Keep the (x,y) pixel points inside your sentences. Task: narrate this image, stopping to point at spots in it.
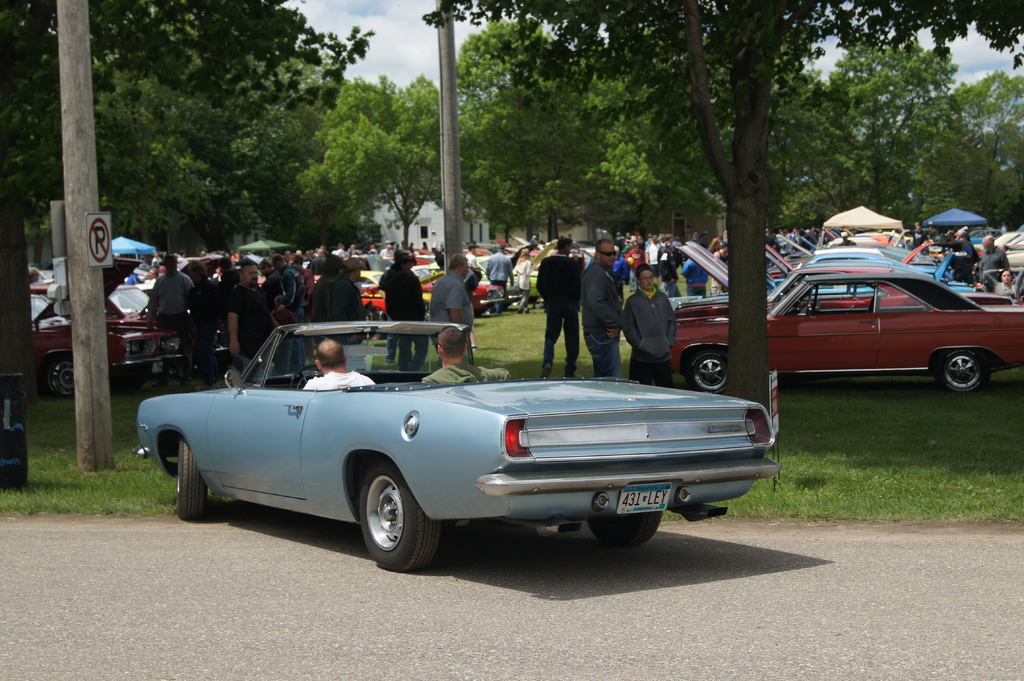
In the image there are a lot of cars (265,412) parked in a garden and around the cars (363,302) there are many people (630,265) and there are a lot trees (556,133) around the garden (954,470).
